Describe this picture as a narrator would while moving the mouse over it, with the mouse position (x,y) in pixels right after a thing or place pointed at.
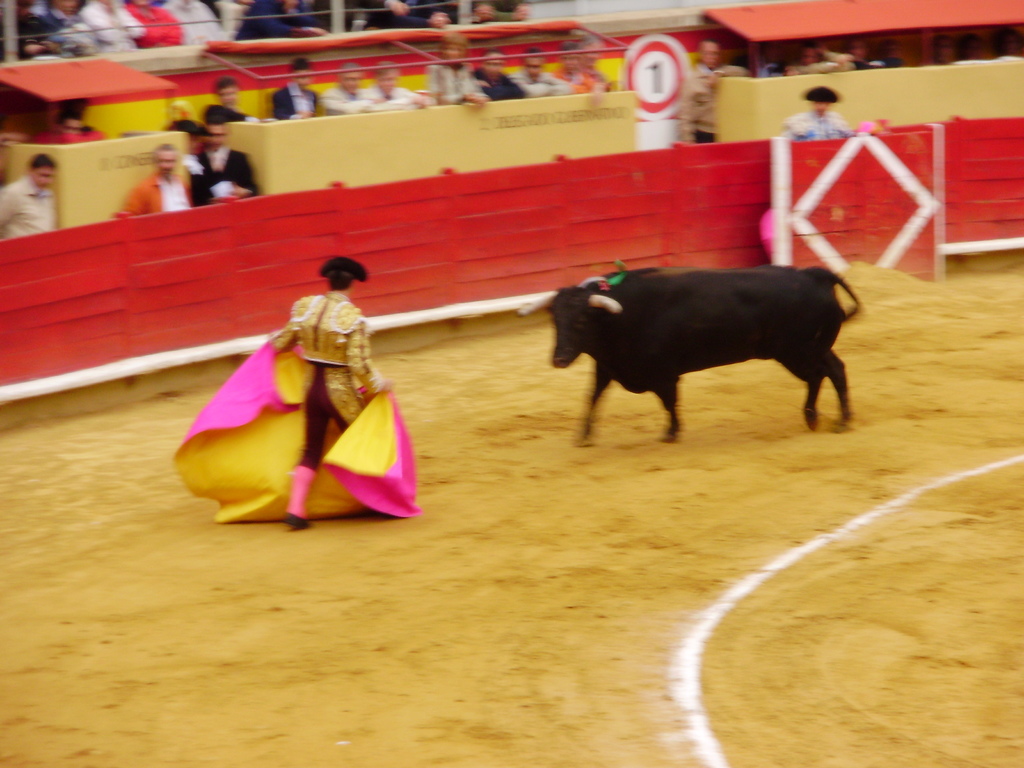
This image is taken outdoors. At the bottom of the image (487,565) there is a ground (621,536). In the background (251,245) there is a wooden fence (298,243). There is a wall (912,85). Many people (150,34) are standing and there is a tent (769,34). In the middle of the image (575,331) there is a bull (709,324) and a man (342,342) is walking on the ground (335,562). He is holding a cloth (351,426) in his hands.
